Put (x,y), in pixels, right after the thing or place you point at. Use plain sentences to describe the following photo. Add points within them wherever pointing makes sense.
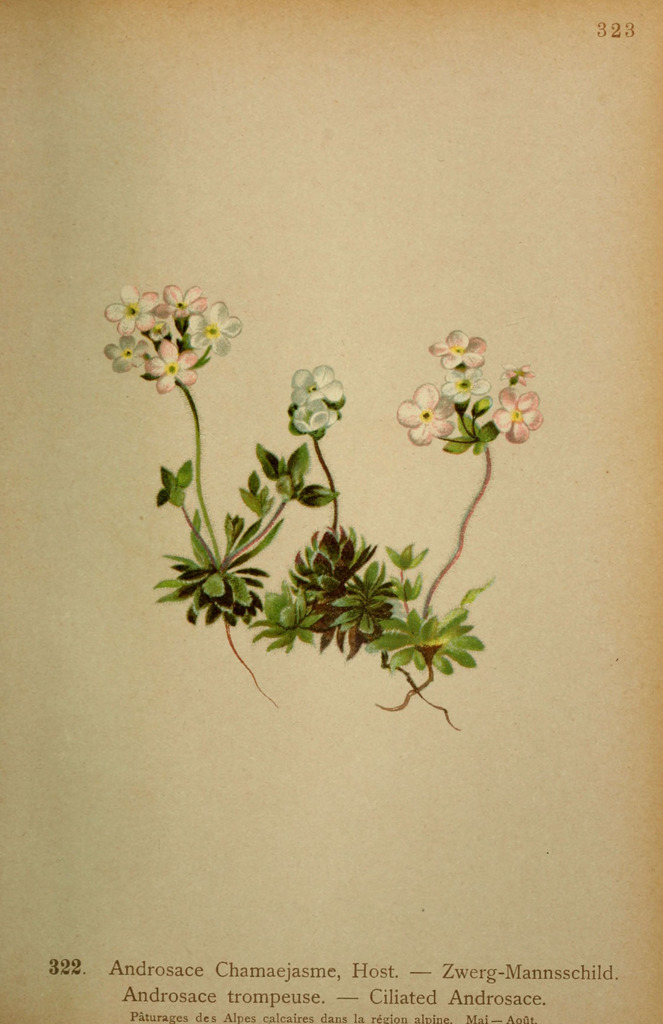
In this image I can see a paper (404,514), on the paper (151,149) I can see few flowers (151,299), they are in pink and white color. I can also see leaves (211,615) in green color and something written on the paper (118,788).
